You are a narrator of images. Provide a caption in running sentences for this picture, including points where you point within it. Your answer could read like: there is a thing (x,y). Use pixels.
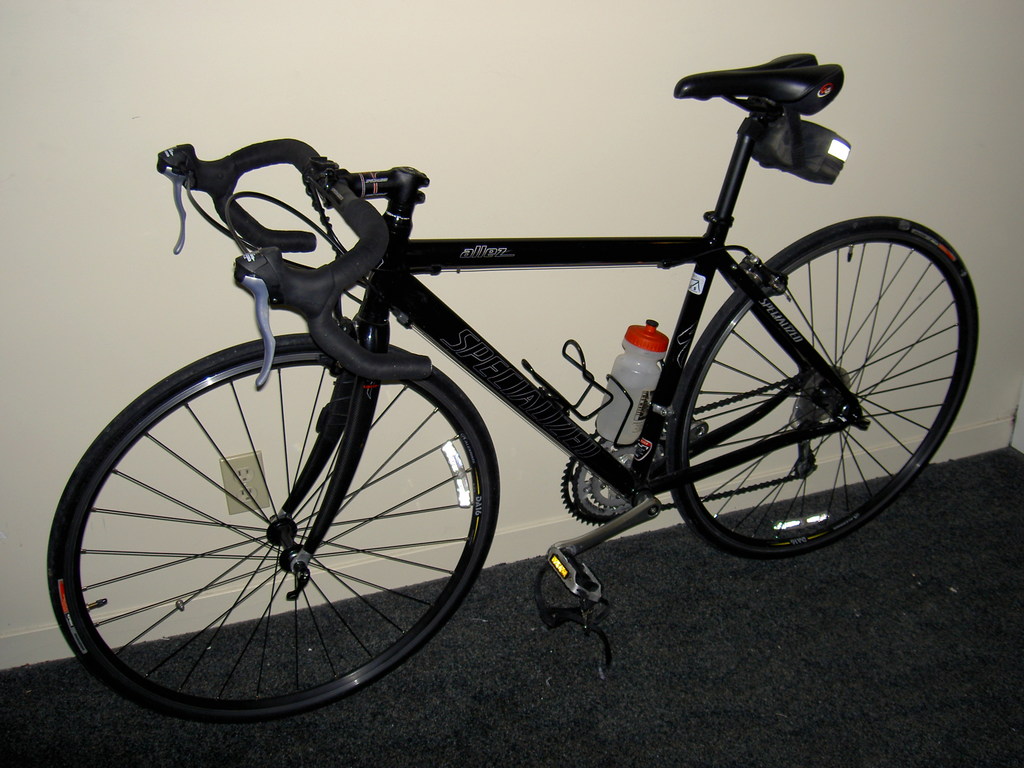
In this image we can see a black color bicycle (734,265) and also a water bottle (635,330). In the background (567,184) there is wall (442,58) and at the bottom (798,635) we can see the floor (764,671).
